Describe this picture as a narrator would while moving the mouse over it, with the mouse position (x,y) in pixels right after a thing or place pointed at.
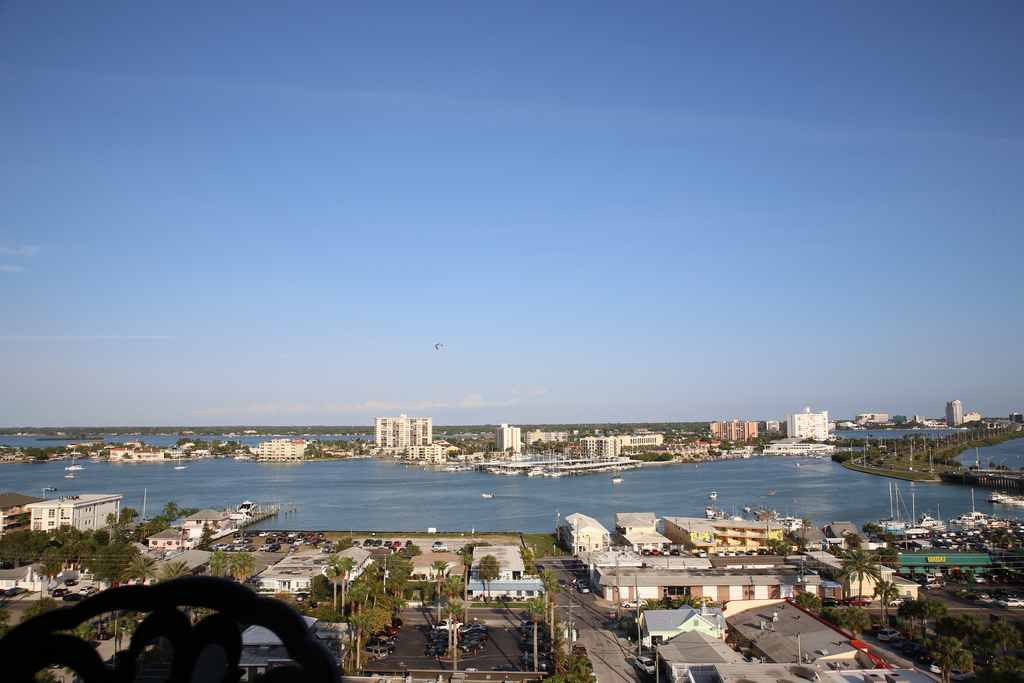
In this image I can see a city (342,576) or an island (489,605). This is a top view of a city (309,540) or an island (310,540) I can see the buildings (773,565), trees (67,547), roads (433,608) and vehicles (289,542) on the either sides of the sea (377,525). I can see the sea (373,488). I can see boats (76,464) in the sea (761,482).
